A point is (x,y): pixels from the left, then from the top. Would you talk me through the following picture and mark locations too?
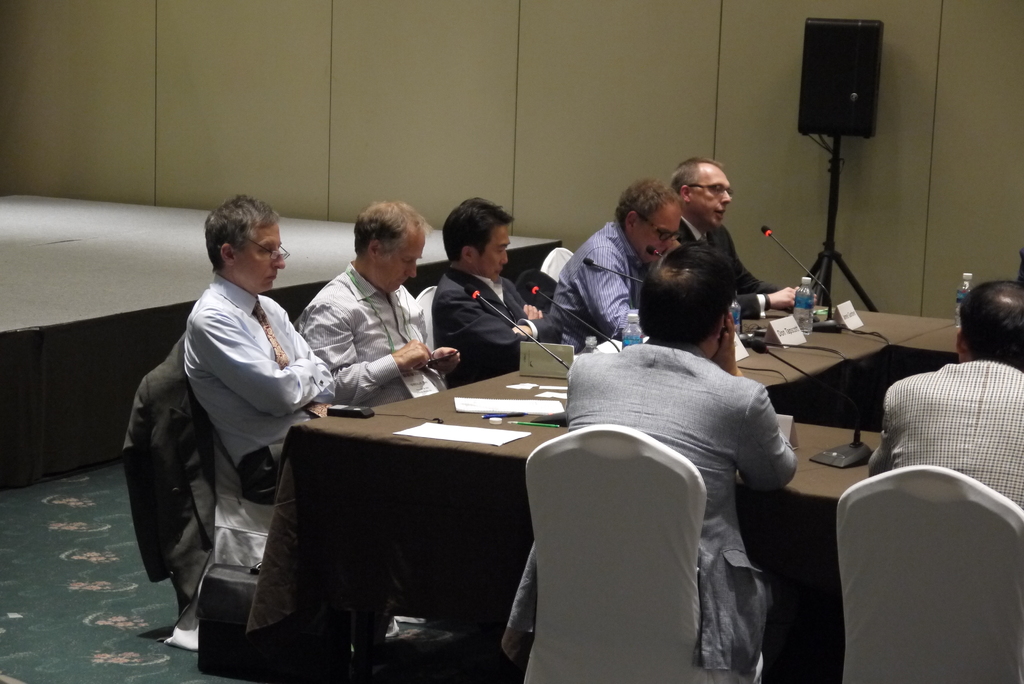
In this picture we can see a group of men (719,352) sitting on chairs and in front of them on table (750,362) we have bottles (804,322), name board (795,331), mics (759,330), papers (507,406) and in the background (474,76) we can see wall (609,84), speakers (835,42), stage (60,249).
